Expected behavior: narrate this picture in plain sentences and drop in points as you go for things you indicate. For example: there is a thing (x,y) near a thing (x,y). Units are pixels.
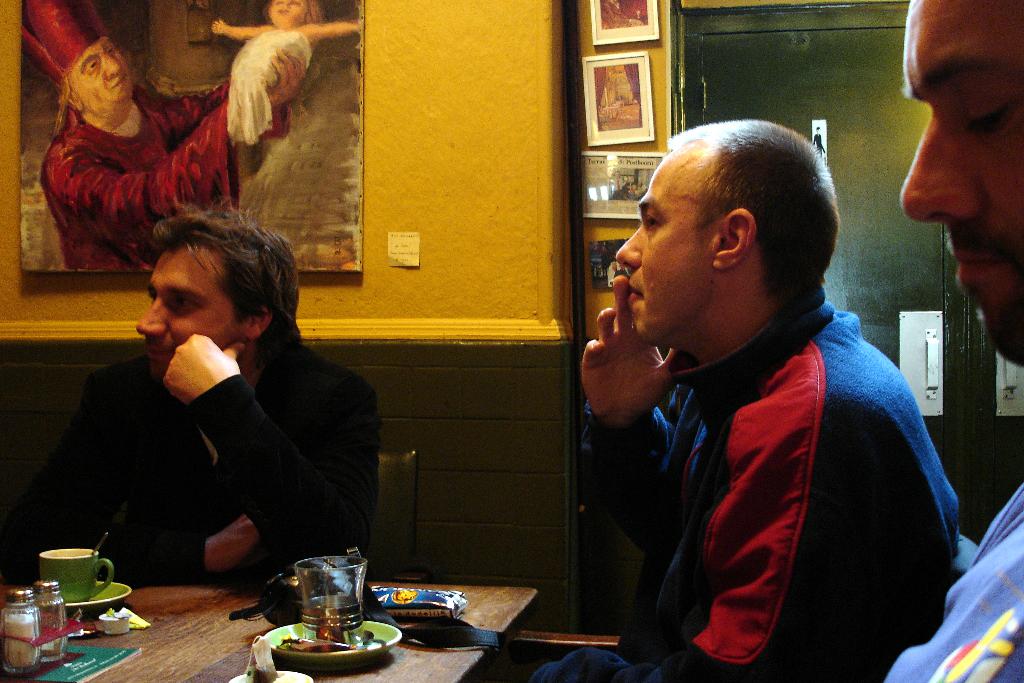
In this image there are three persons (159,405) who are sitting, and in front of them there is a table (265,627). On the table (188,634) there are some bottles (59,608), cup (79,599), saucer (369,655) and some packets (436,603) and in the background (35,144) there are some photo frames (342,108) on the wall (480,144). And on the right side (842,122) there is a door (778,48).
